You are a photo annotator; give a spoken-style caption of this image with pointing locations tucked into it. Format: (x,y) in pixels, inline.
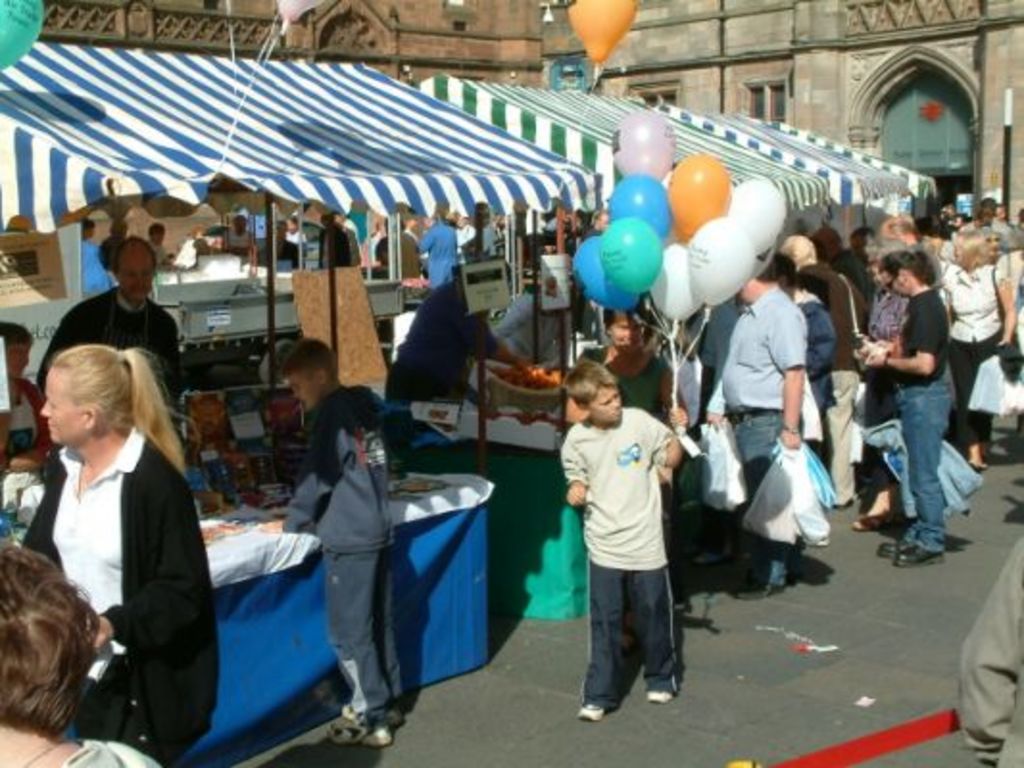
There is a boy (595,392) in a t-shirt (607,502), holding balloons (610,278), which are in different colors on the road (754,675), near shops (517,568), which are having tents (280,141) and near other persons (742,386). Who are standing on the road (955,526). In the background (851,97), there is a building (341,50) and other objects (88,294).
